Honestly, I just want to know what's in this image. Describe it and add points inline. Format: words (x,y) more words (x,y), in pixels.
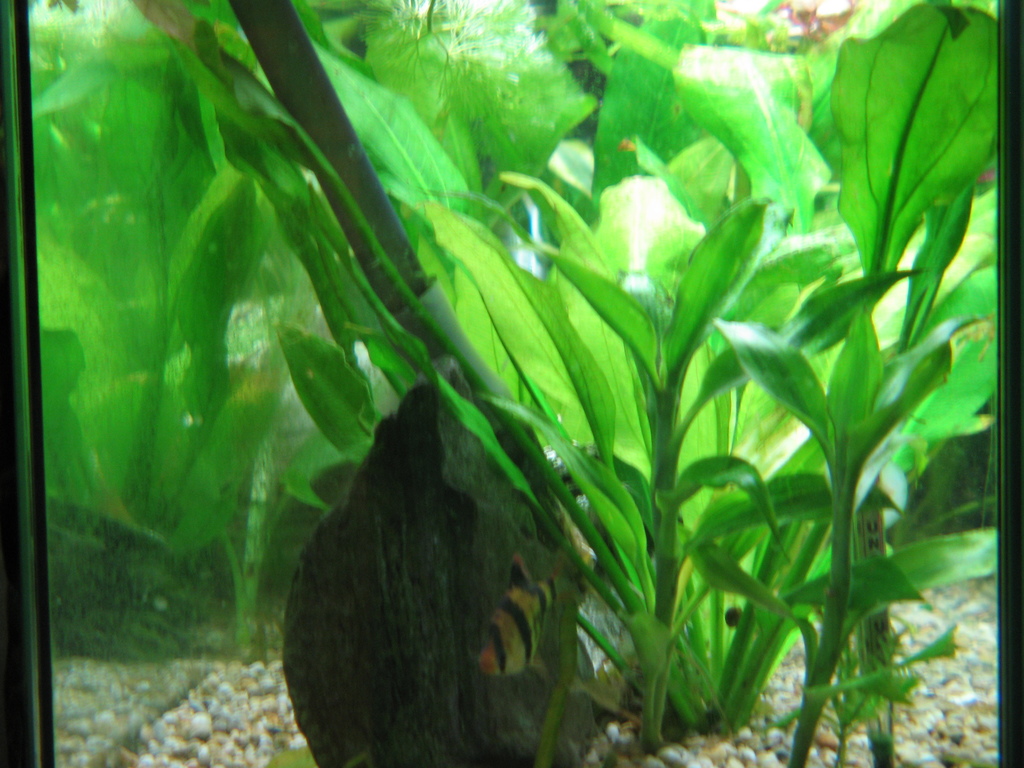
In the image in the center (551,306), we can see one aquarium (402,571). In the aquarium (250,659), we can see stones (293,702) and plants (601,326).
